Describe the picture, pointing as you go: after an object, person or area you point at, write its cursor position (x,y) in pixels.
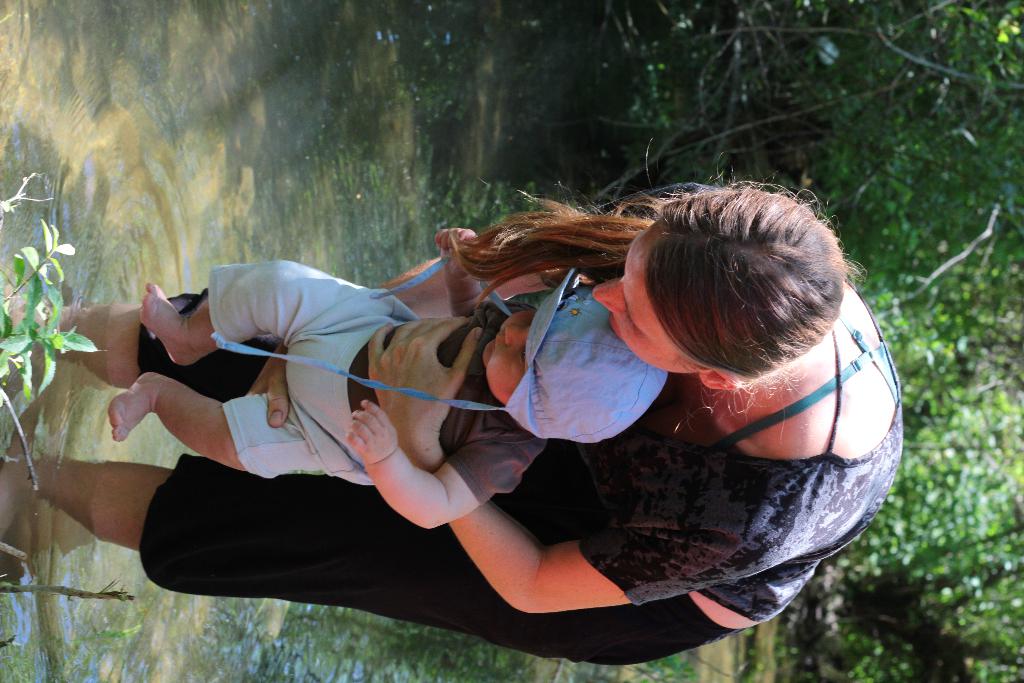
In this image, I can see a woman (537,589) standing in the water (51,443) and carrying a baby (408,503). On the left side of the image (34,362), I can see the leaves (46,368). On the right side of the image (958,369), there are trees (944,454).
